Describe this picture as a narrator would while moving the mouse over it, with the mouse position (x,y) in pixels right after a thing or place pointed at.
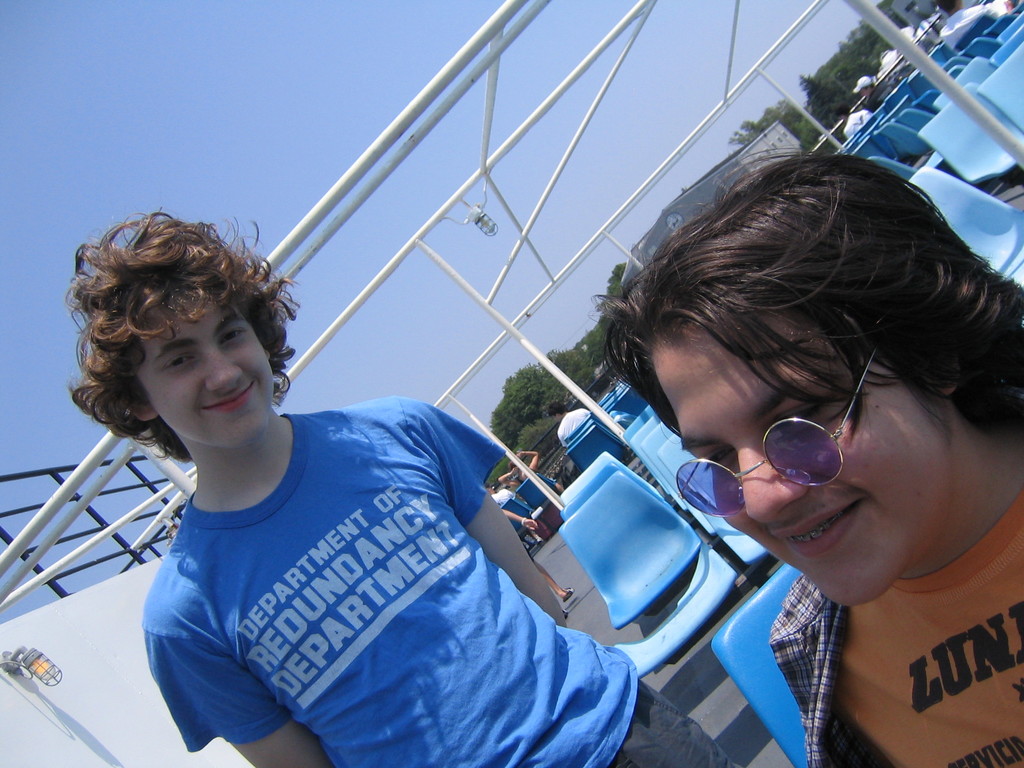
Here we can see two persons (483,597) and both are smiling. In the background (709,118) there are chairs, poles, few persons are sitting on the chairs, lights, trees (538,409), a clock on the building (771,132), windows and sky (768,85).
